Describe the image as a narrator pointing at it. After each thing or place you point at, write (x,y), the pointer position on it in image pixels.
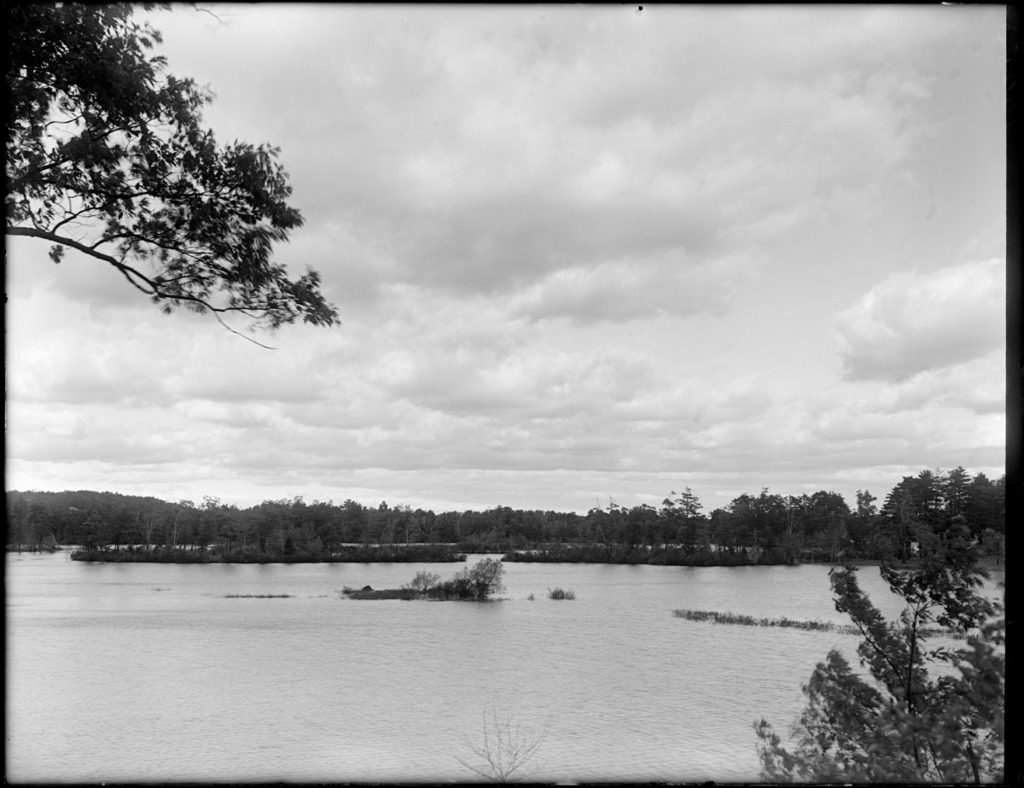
In the picture I can see water (556,642) and there are trees (348,506) in the background (231,525).
